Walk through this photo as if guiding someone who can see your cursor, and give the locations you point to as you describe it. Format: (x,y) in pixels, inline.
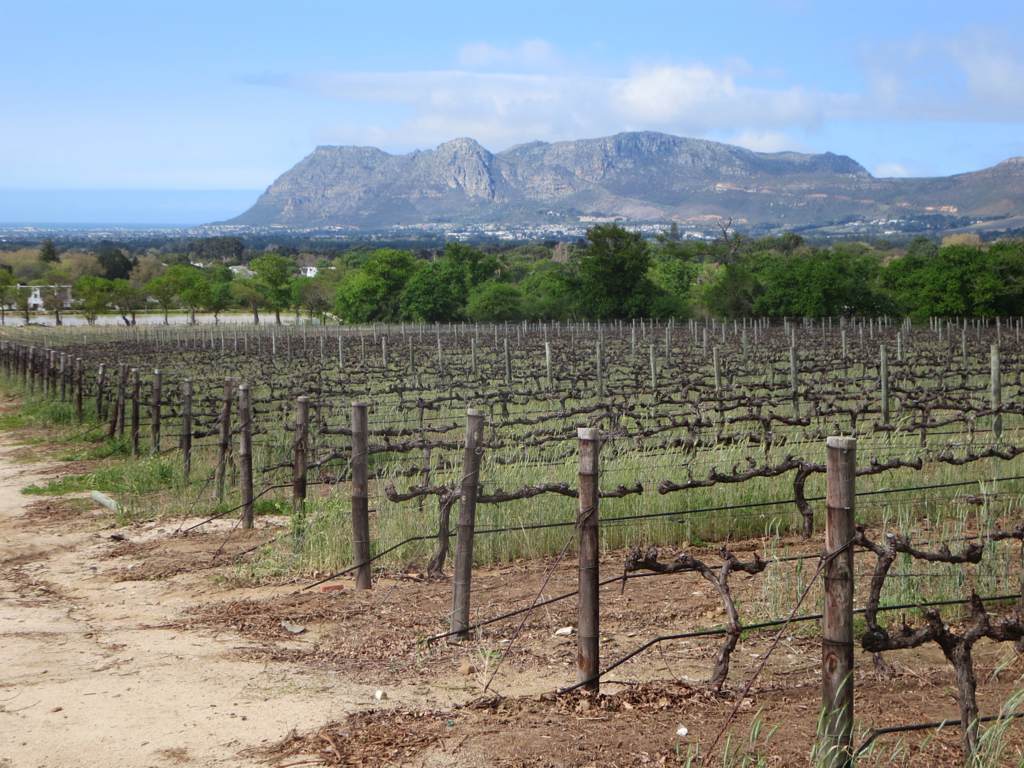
In this picture we can see farmland (642,321). Here we can see wood sticks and wires (518,525) are connected to it. In the background (751,294) we can see many trees (682,294) and mountains (767,154). On the top (663,3) we can see sky (514,64) and clouds (514,64). Here we can see town (566,223). On the bottom (312,532) we can see grass (142,467).
